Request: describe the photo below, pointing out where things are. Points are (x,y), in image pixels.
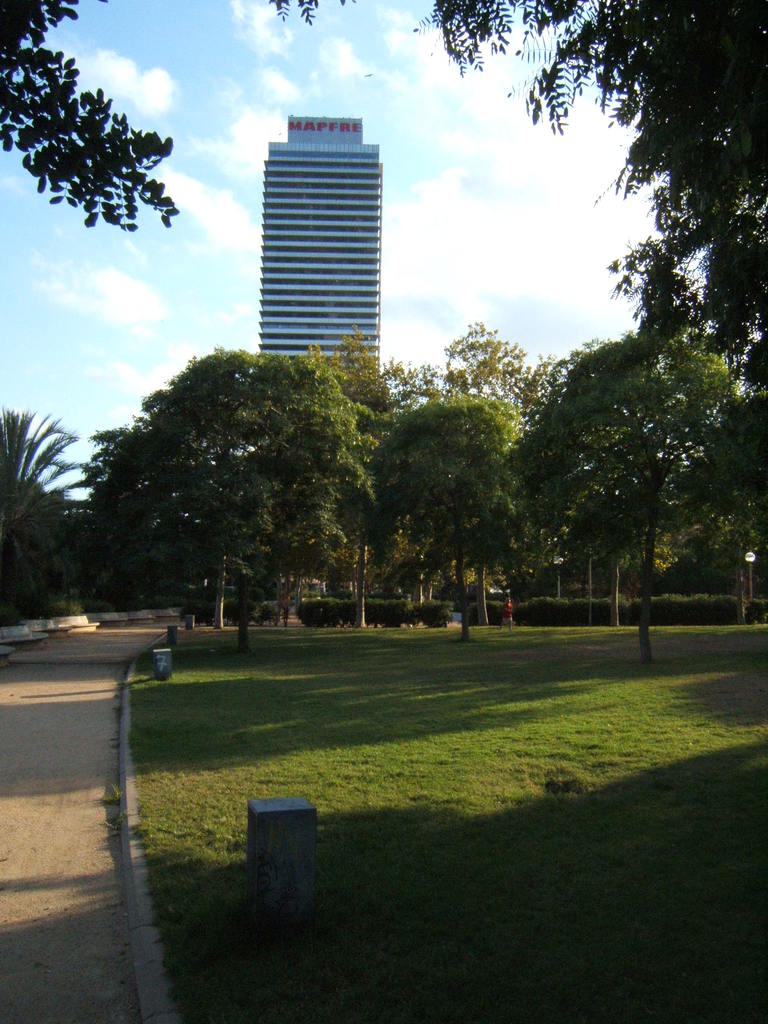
In this image we can see a building (338,258), name board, trees (301,480), bins (312,872), ground (352,906) and sky (361,105) with clouds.
